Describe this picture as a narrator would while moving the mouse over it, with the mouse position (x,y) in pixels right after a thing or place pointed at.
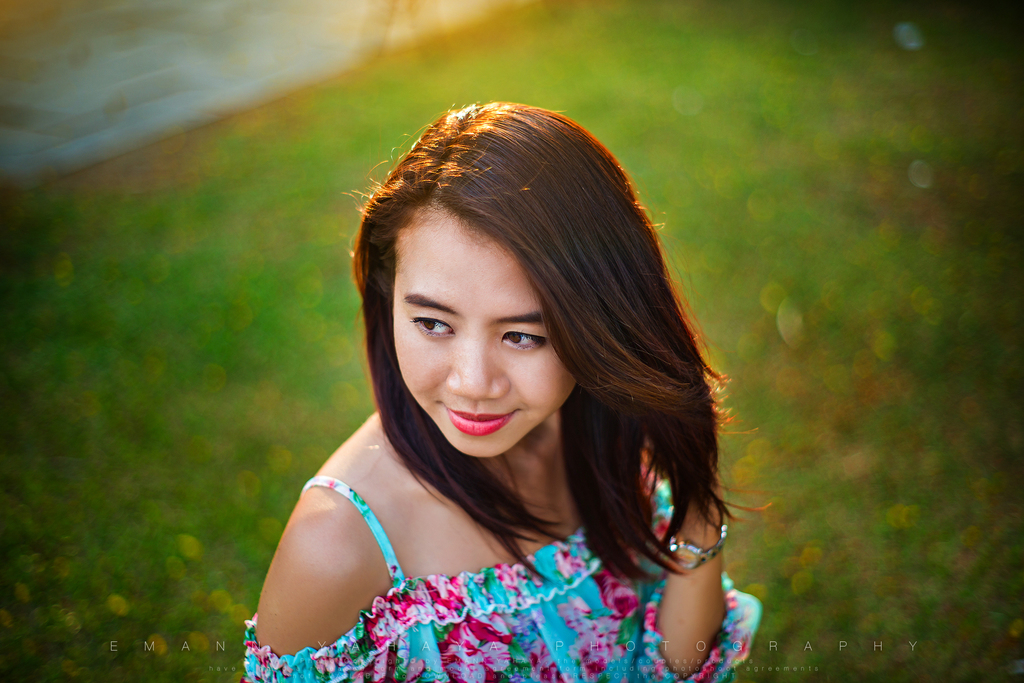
In this image I see a woman (445,372) who is wearing colorful dress (477,647) and I see the watermark (909,644) over here and I see that it is totally green in the background (74,444).
